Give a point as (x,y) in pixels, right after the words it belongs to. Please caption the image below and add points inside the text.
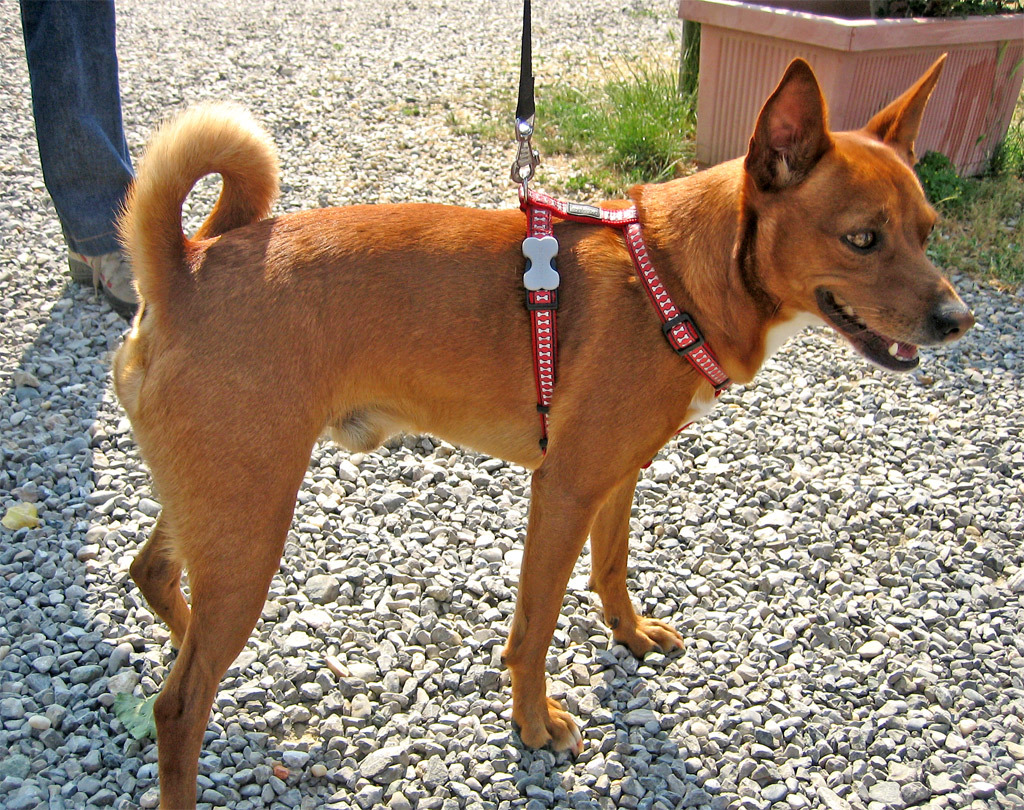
In this image there is a dog (848,137). At the back (70,59) there is a person (106,191) and at the right (822,39) there is a flower pot (923,16). At the bottom (780,674) there are stones (561,671) and there is a grass (655,128).
